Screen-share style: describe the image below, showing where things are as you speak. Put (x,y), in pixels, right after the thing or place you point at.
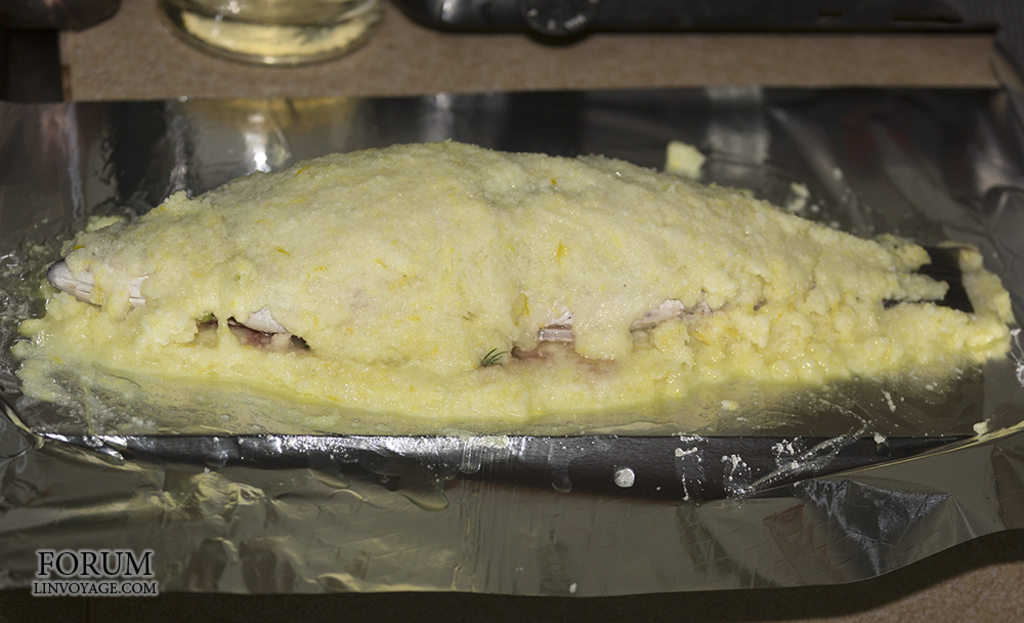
In this picture I can see the aluminium foil (38,438) and on it I can see a fish (223,235) which is covered with yellow color thing (576,227). On the bottom of this picture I can see the watermark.
